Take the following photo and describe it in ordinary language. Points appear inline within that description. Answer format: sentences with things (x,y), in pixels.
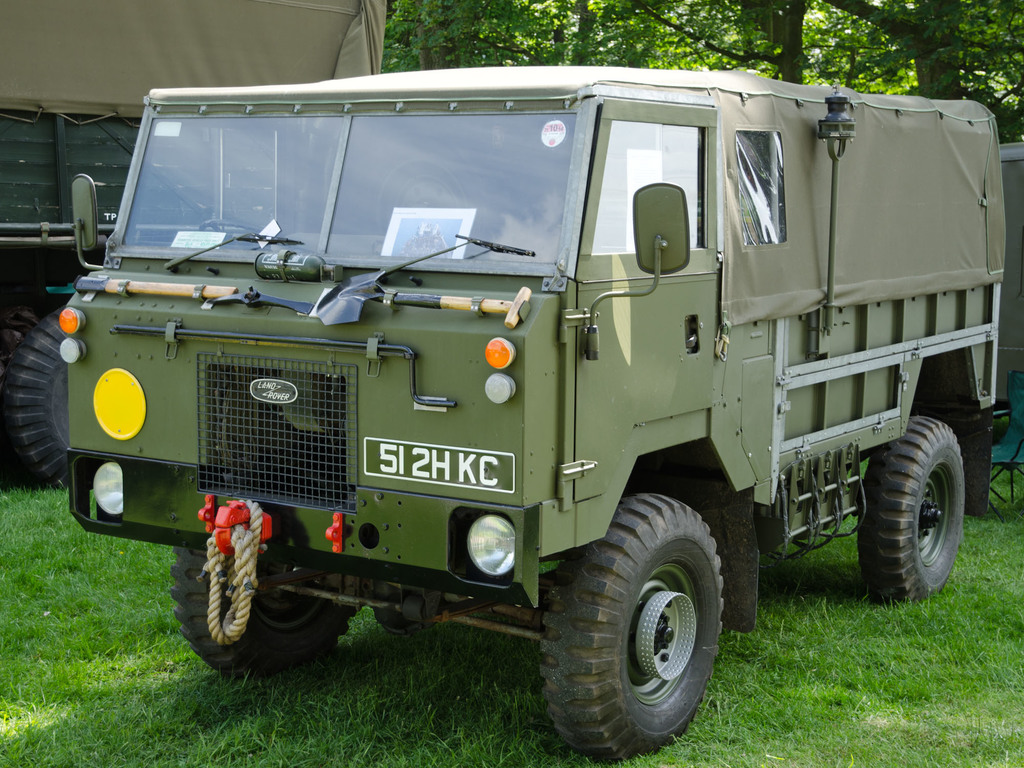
In this image there are two vehicles (305,392) visible on the ground (266,740), at the top (626,44) there are some trees (651,19) visible.
